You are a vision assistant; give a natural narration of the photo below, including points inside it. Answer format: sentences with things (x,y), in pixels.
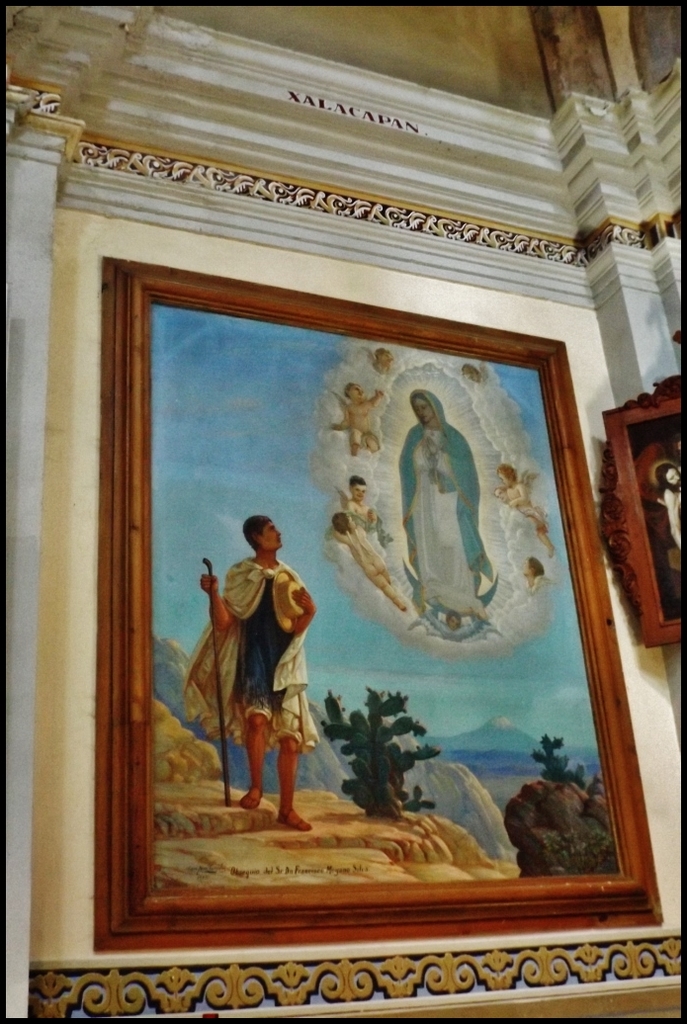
In this picture we can see a frame (401,552) to the wall (509,193).
